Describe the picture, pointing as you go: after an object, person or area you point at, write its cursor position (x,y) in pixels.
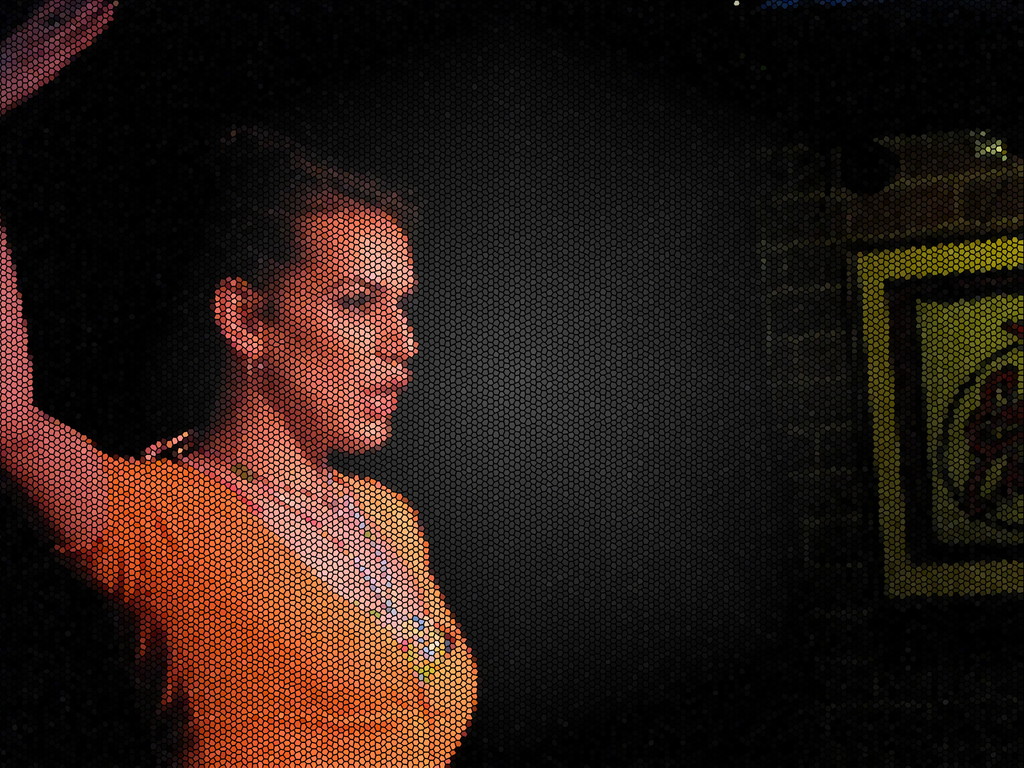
In this image I can see a person (204,505) wearing orange color dress (220,601). Background (968,502) I can see a frame (989,295) attached to the wall (845,339).
